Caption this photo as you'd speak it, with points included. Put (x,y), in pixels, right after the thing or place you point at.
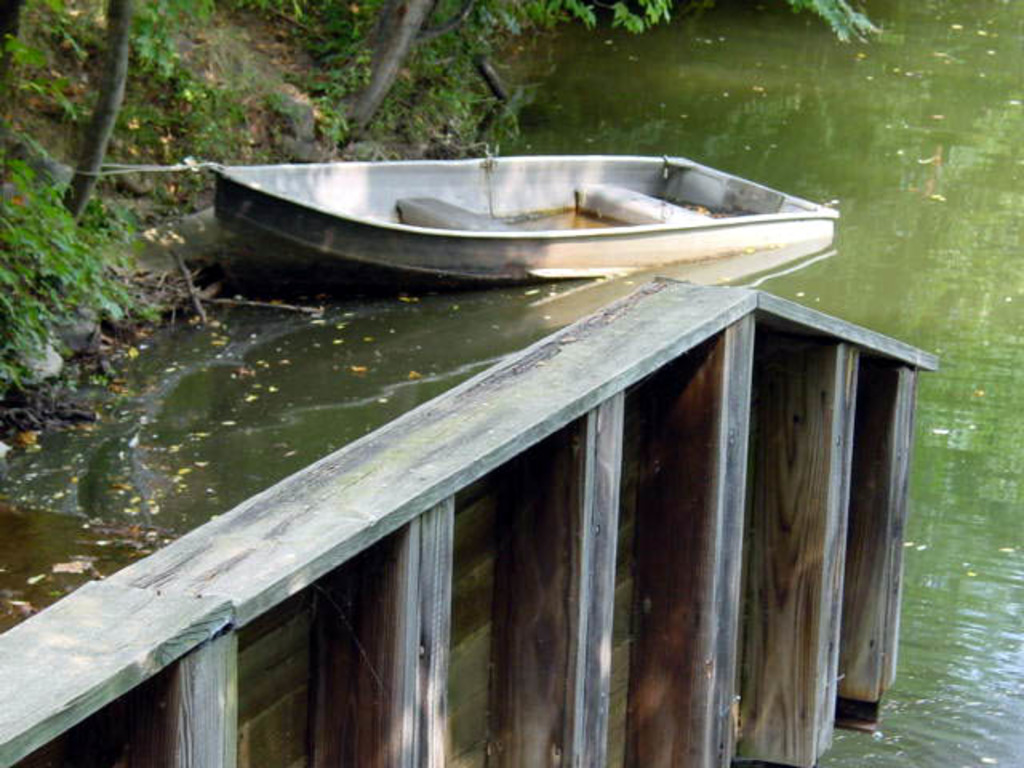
In this image we can see a boat (523,170) in the water (540,325), there is wooden fencing (569,392), there are trees (171,51), here is the grass (236,129).
